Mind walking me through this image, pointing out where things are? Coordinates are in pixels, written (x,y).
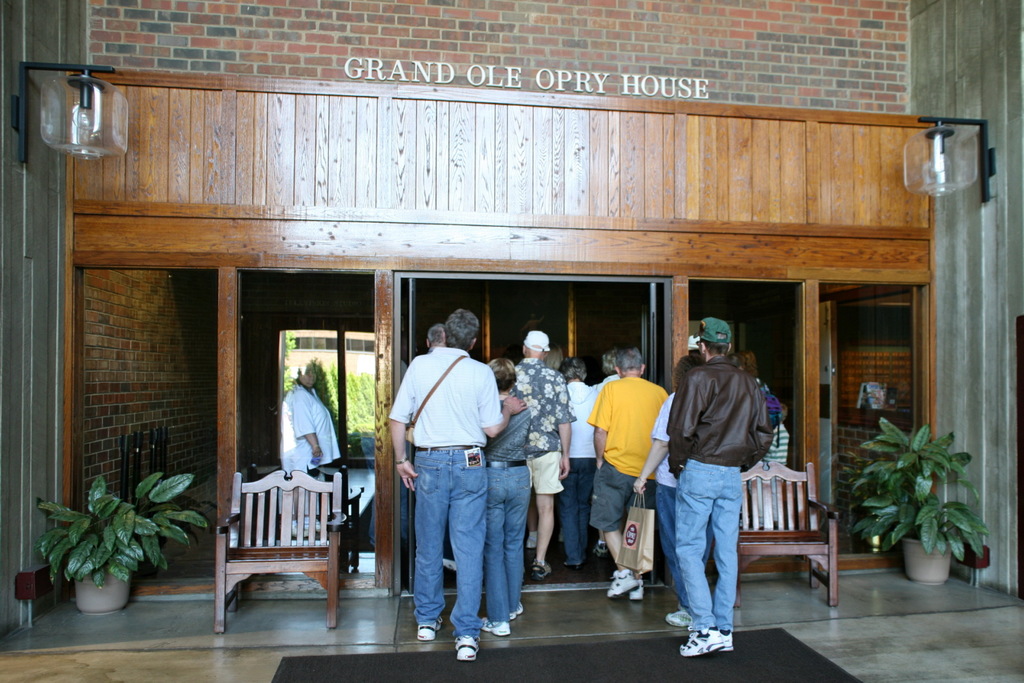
A group of people (417,600) are going into a house (578,348) there are lights (937,192) on either side of this house (492,160) and above that there is a name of the house (686,106) and a brick wall (763,78) there are plants (52,563) on either side of this house (878,560) and there two chairs (778,538).
